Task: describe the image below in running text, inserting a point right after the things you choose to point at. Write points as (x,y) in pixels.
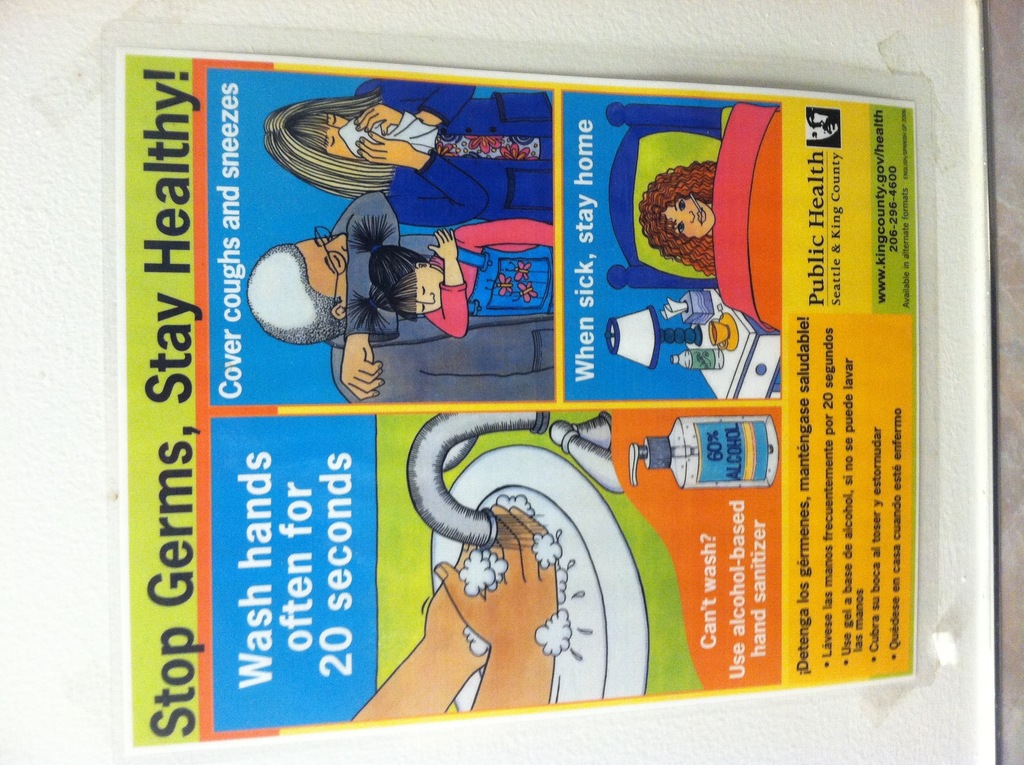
In this image in the foreground (106,345) there is a poster (909,190) on the wall (59,23) and the poster (360,279) is all about maintaining hygiene.
